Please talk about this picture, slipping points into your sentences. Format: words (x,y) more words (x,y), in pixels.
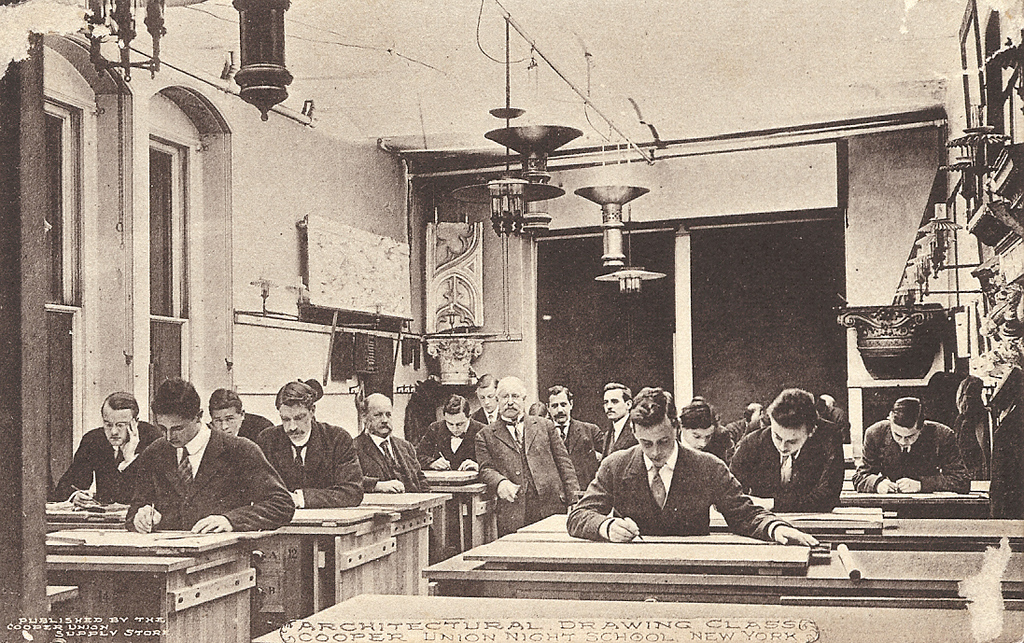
In this picture I can see few people (413,475) standing and they writing on the Papers (648,538) with the help of pen (634,531) in their hands (609,529) and few (588,447) are standing on the back (587,408) and I can see text (706,624) at the bottom of the picture (286,623).
